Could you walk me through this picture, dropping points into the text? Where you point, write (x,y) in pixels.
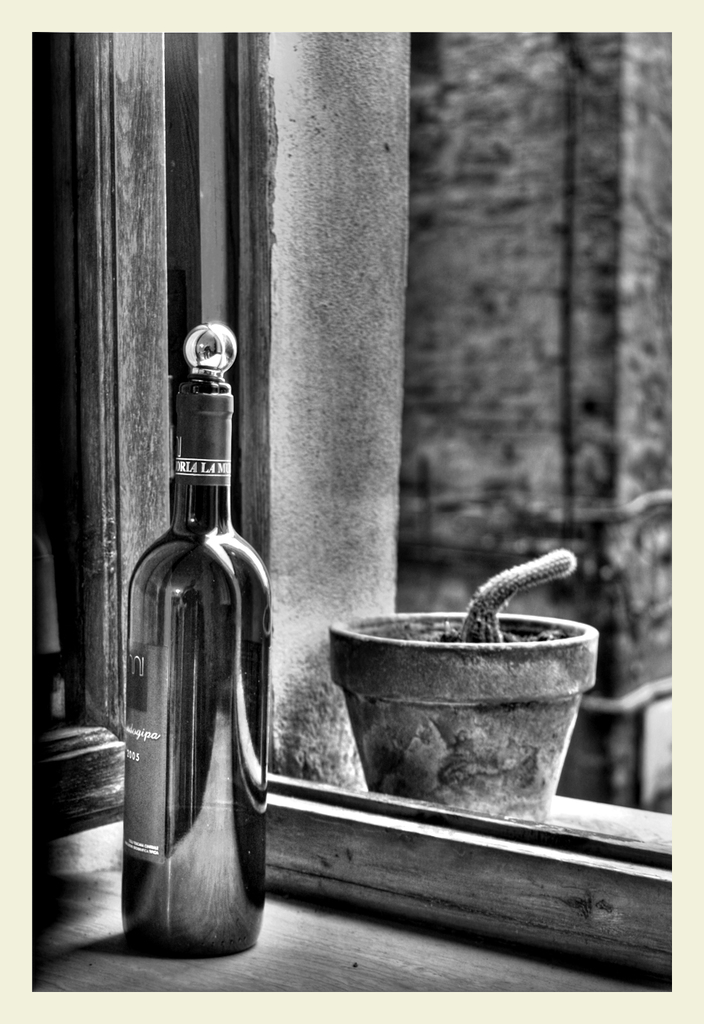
In this image, we can see a poster (26,809) with some objects (153,639) like a bottle (153,639) and a pot (521,649). We can also see the wall (328,638).
